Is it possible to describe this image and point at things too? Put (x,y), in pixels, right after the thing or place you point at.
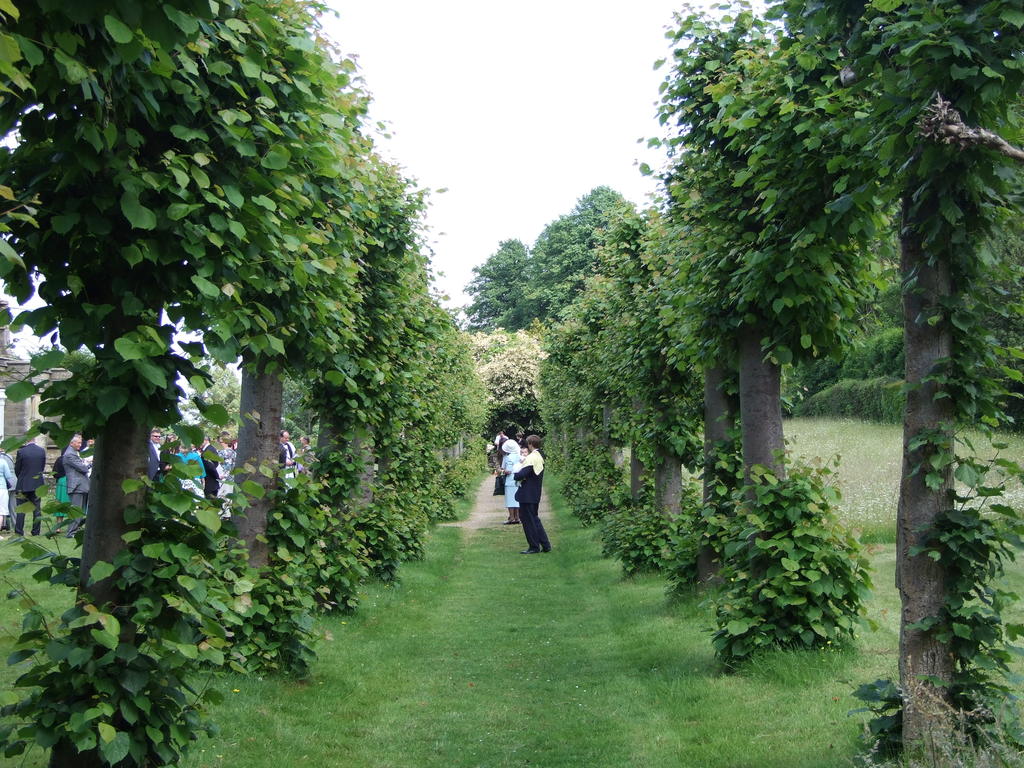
In this image I can see the ground (525,633), some grass (525,633) on the ground (461,620), few trees (183,576) which are green in color and few persons (525,483) are standing on the ground (580,659). In the background (499,264) I can see few trees (497,280) and the sky (481,86).
